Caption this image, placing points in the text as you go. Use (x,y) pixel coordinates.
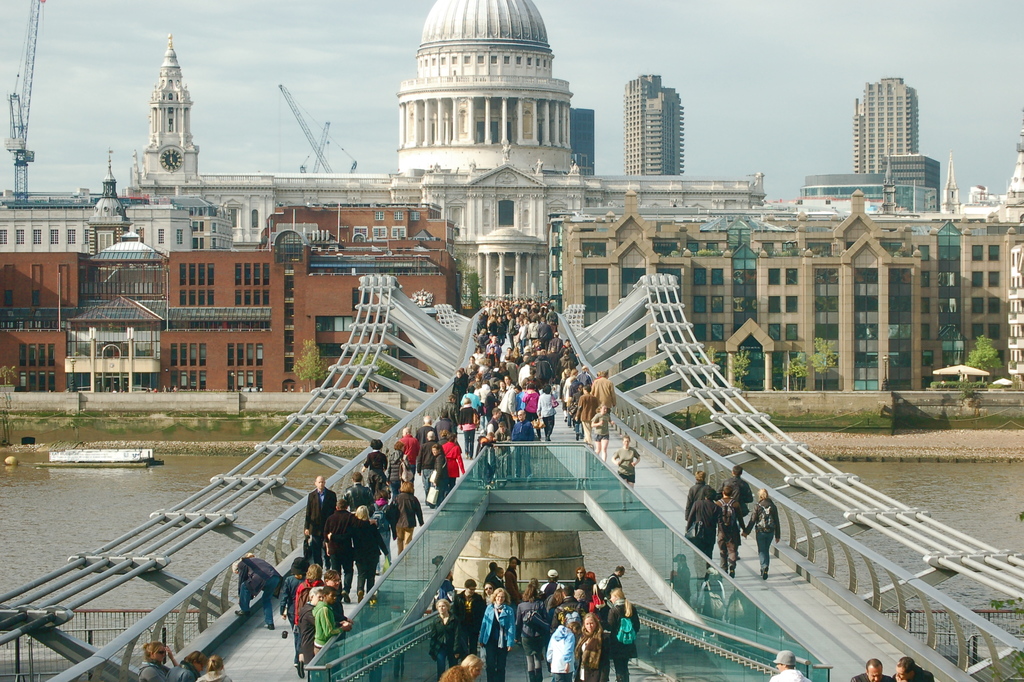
In this image we can see a few people (491,643) walking on the bridge (510,460), there are buildings (519,292), windows (584,310), there is a wall clock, there are cranes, plants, railings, trees (979,359), also we can see the river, and the sky (732,106).
